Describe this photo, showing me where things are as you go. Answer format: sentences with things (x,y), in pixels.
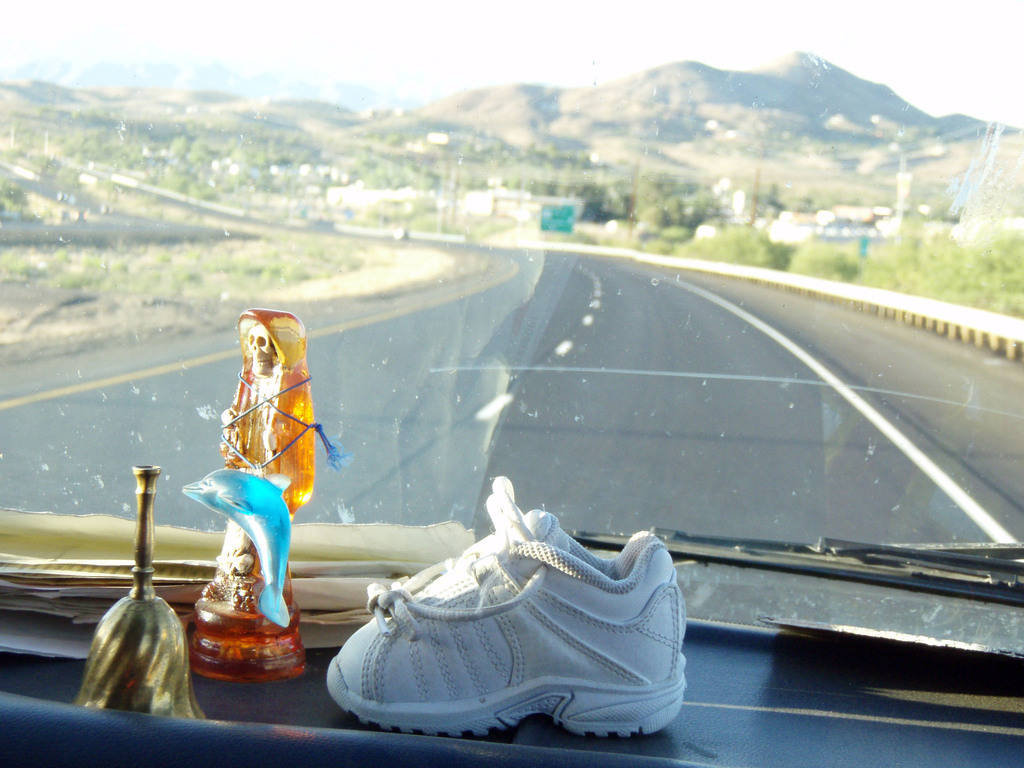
In this image I can see a picture which is taken from inside the vehicle (476,537). I can see a statue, a small shoe (584,558), the windshield (734,476), and wiper (801,563) and through the windshield (637,323) of the vehicle (637,323) I can see the road (646,334), few trees (622,210), few buildings (507,208), few mountains (763,107) and the sky (562,69).
